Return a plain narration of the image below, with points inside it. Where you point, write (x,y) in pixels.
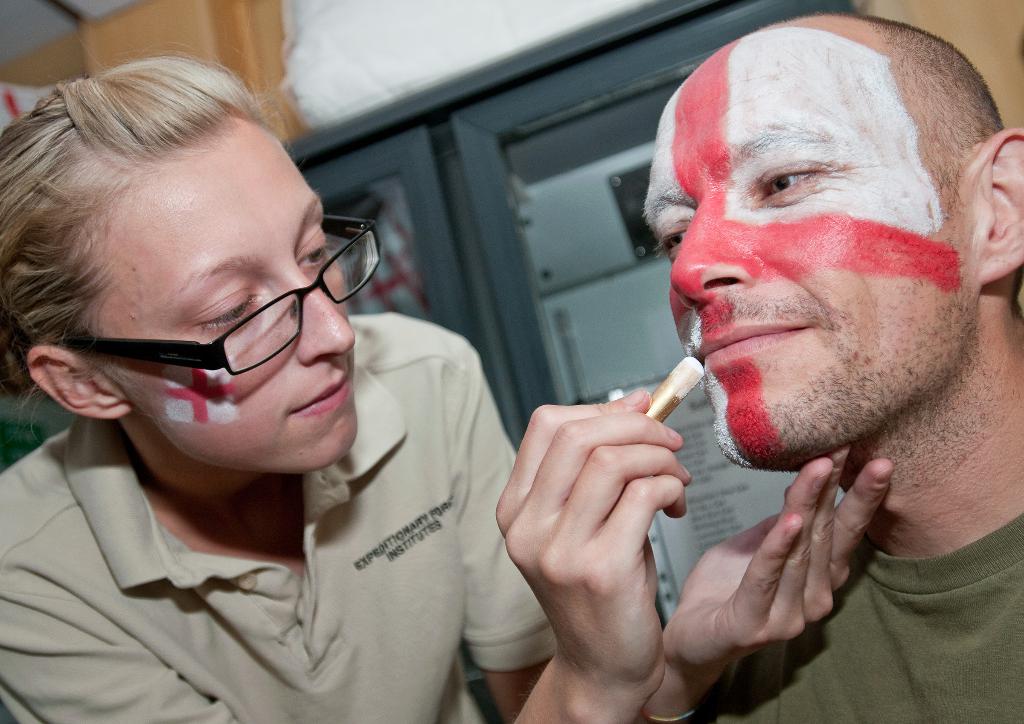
In the background (580,218) we can see the objects (396,39). In this picture we can see a woman (481,472) wearing spectacles (197,364) and a t-shirt (335,557). She is holding an object (662,388) in her hand (643,417) and it seems like she is painting the face (895,158) of a man (700,244). A man (754,364) is smiling.
